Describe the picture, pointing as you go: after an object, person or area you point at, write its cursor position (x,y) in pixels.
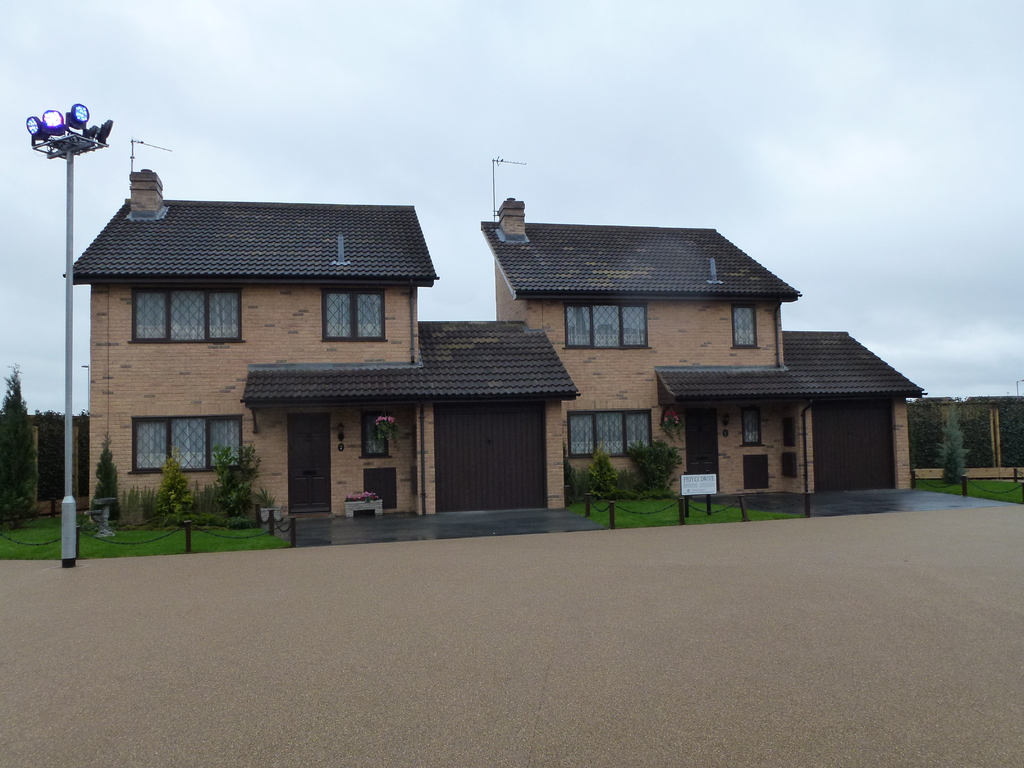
In the image there is a house (378,410) and in front of the house (825,484) there is an open land (388,562) and there is a pole (72,156) and there are different lights (74,115) fit to the pole (64,540).
